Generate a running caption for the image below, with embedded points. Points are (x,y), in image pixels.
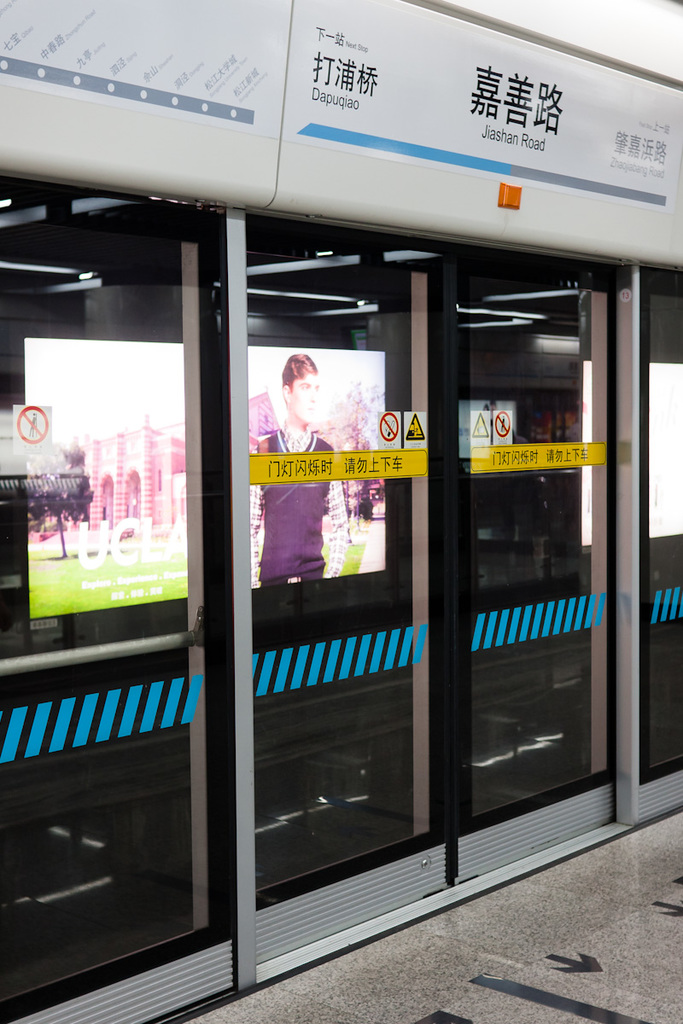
Here I can see four glass doors (403,551). At the bottom of the image (520,955) I can see the floor (641,950). On the top of the doors (177,295) there is a white color board (306,94). Inside these glasses (102,408) there is a screen (177,383) on which I can see a man (287,505).
